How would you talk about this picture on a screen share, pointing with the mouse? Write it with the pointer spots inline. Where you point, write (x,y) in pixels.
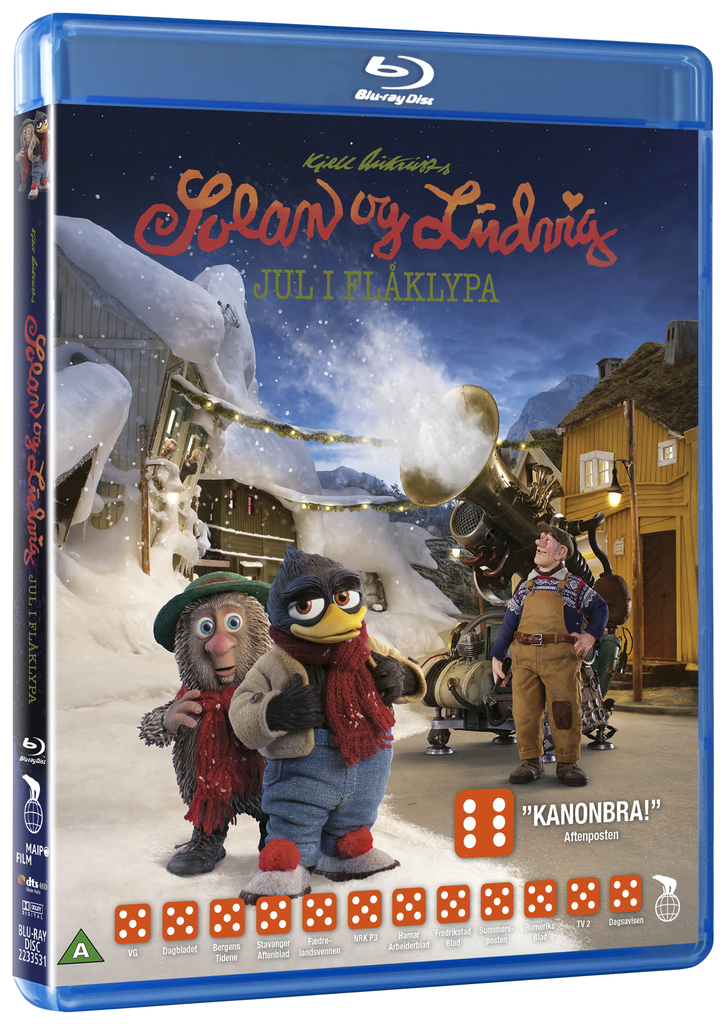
There is a poster (180,282) having a cartoon image (575,185). This poster (119,129) is pasted on the blue color box (352,48). On this poster (414,684), there are persons (556,590), a musical instrument (459,386), a building (678,489), there is sky (600,187) and there are texts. And the box (397,48) is blue in color.
